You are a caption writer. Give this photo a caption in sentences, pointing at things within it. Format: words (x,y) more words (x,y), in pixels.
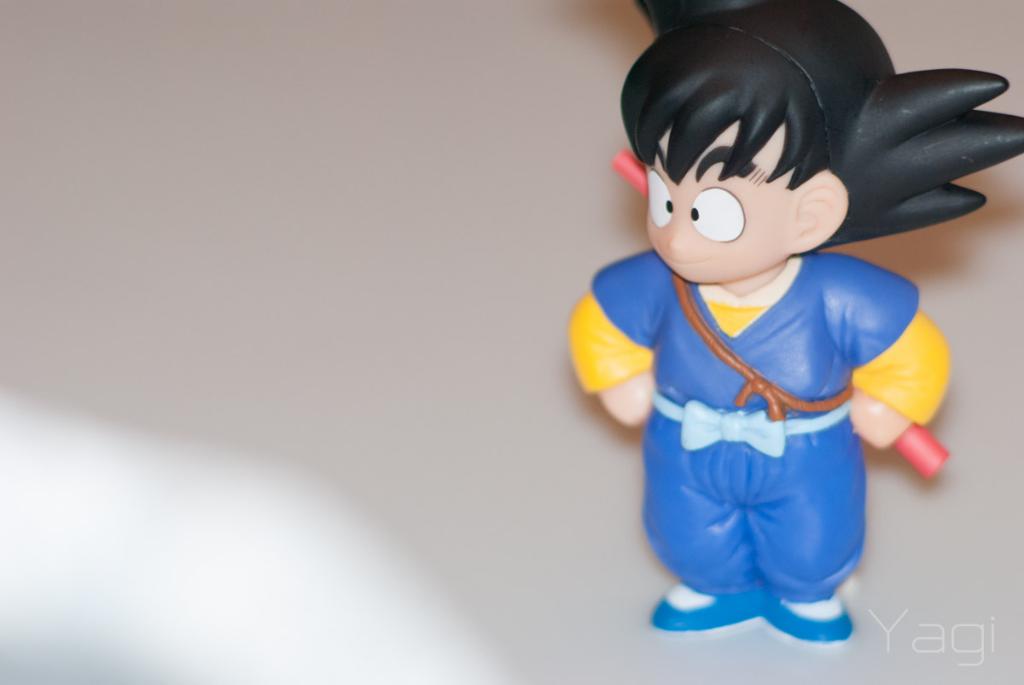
In this image there is a toy (728,338) of a boy (722,278) who is wearing the blue dress (733,387) and holding the red colour rod (923,447) which is behind him.
